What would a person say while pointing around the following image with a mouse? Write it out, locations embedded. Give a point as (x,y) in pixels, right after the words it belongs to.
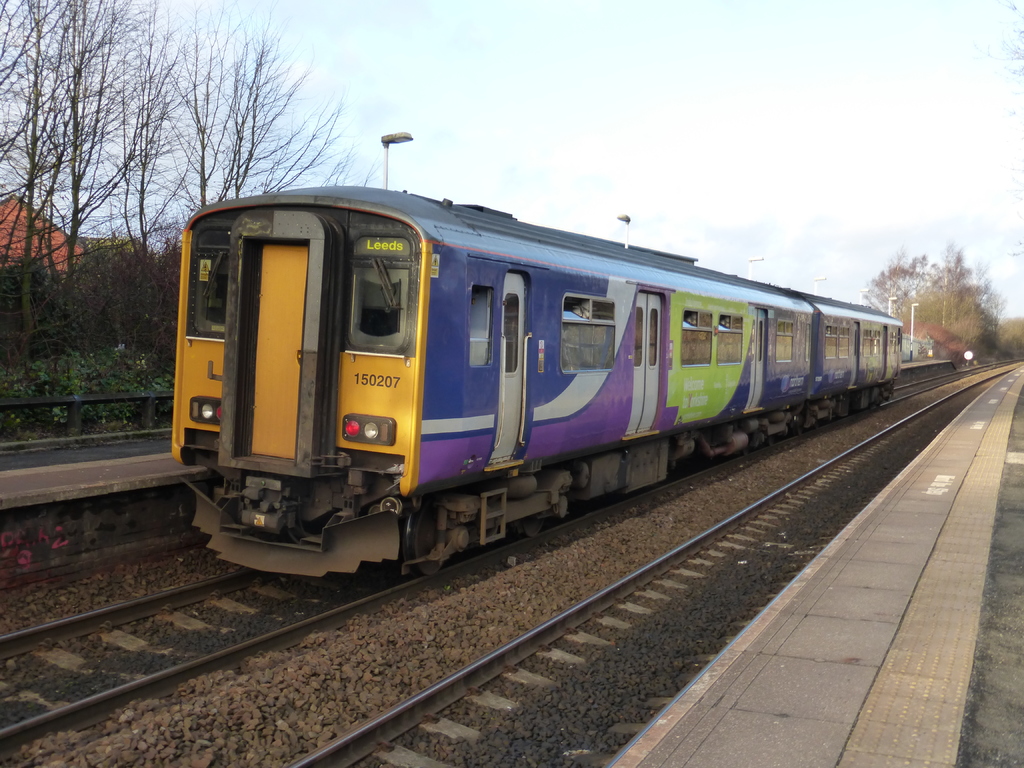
In this picture we can see a train (266,544) on the track (478,570). There are plants (74,355), trees (27,39), and poles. In the background (764,153) there is sky (456,162).
